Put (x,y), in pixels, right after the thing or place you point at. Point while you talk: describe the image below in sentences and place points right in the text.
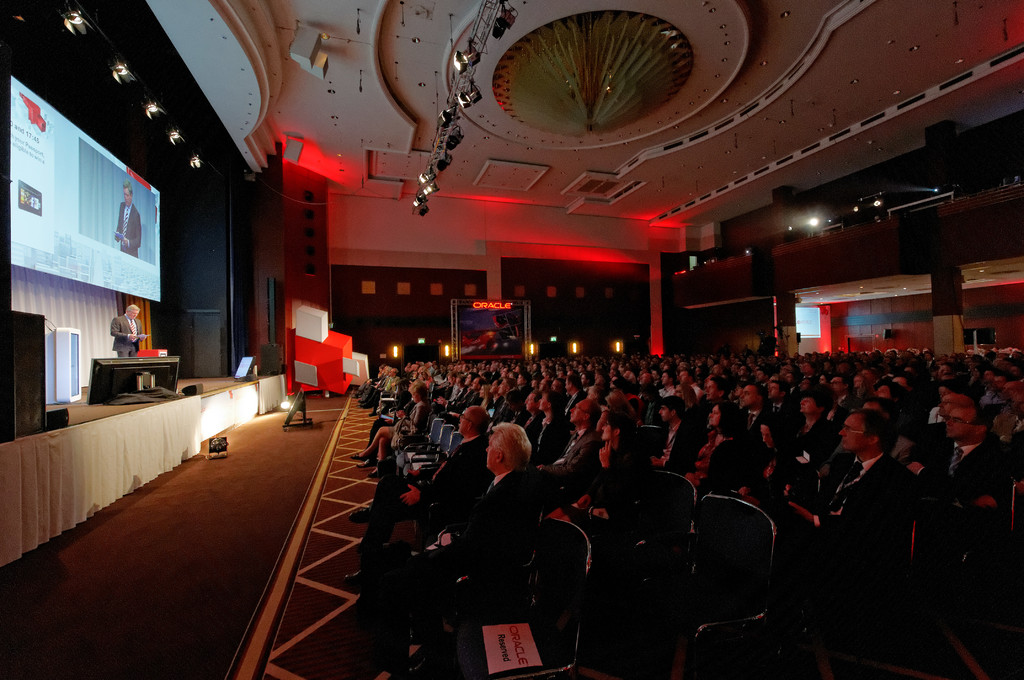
This image is taken indoors. At the top of the image (493,103) there is a ceiling (510,113) with a chandelier (540,68) and a few lights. On the left side of the image (194,203) there are a few walls (262,234) and there is a screen (51,212) and curtains (92,298) on the wall (189,308). A man (117,348) is standing on the dais (150,415) and there are a few things (146,384) on the dais (155,437). On the right side of the image (773,402) many people (618,424) are sitting on the chairs (555,569). In the background (593,299) there are a few walls (593,299), pillars (948,299) and lamps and there is a board (495,326) with a text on it.
